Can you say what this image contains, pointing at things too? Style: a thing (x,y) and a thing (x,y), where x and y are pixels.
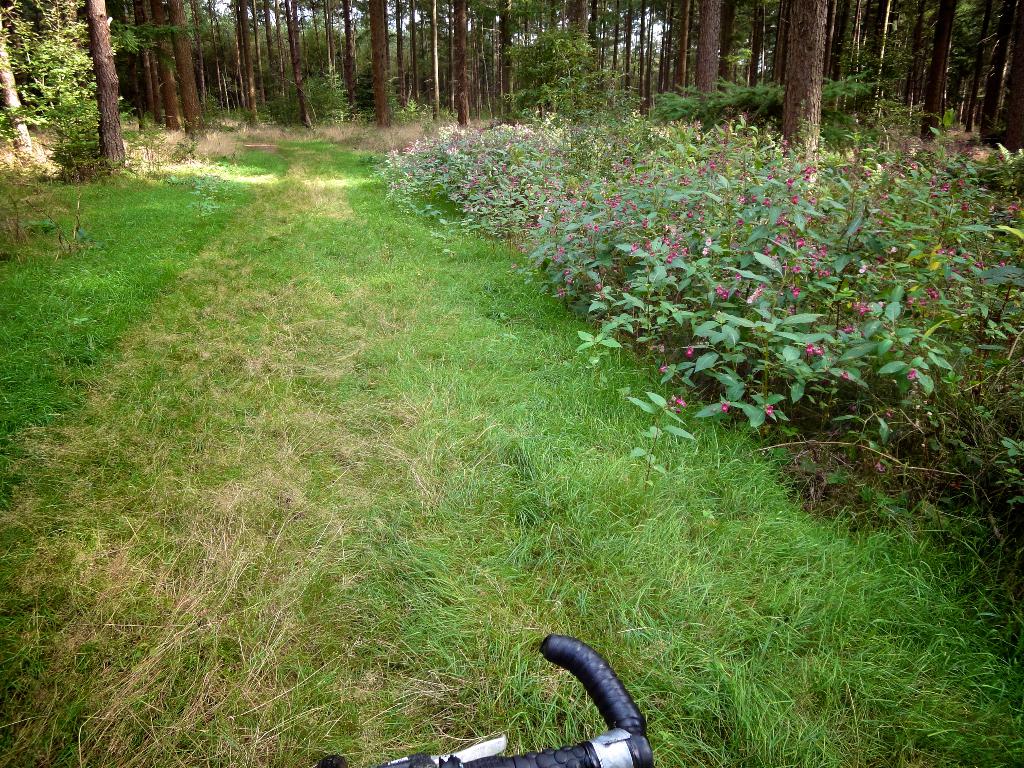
In this image there are grass (498,318) and plants (658,350), behind them there are trees (545,13).
